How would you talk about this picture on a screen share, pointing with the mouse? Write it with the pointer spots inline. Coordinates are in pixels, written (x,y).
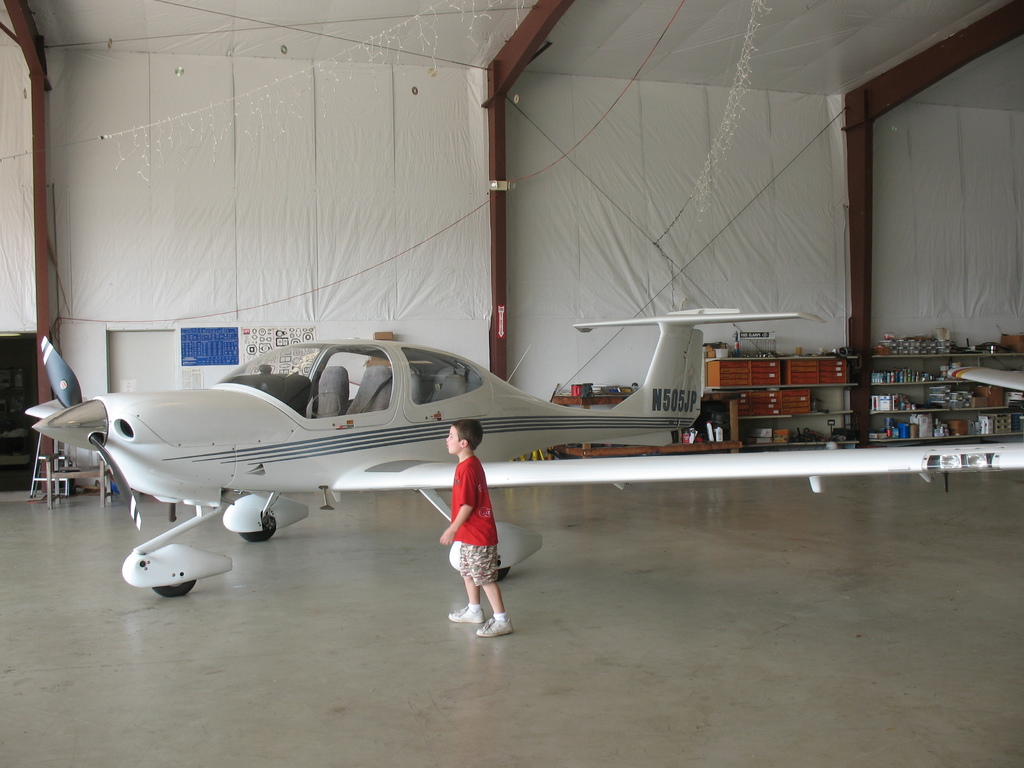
In this image, I can see an aircraft (562,425). Here is a boy (495,605) walking. On the right side of the image (790,371), I can see the objects (883,352), which are placed in the racks (927,411). These look like the wooden pillars (925,70). It looks like a board (233,350). Here is the floor (566,552). I think this is the cloth (420,124), which is white in color.
